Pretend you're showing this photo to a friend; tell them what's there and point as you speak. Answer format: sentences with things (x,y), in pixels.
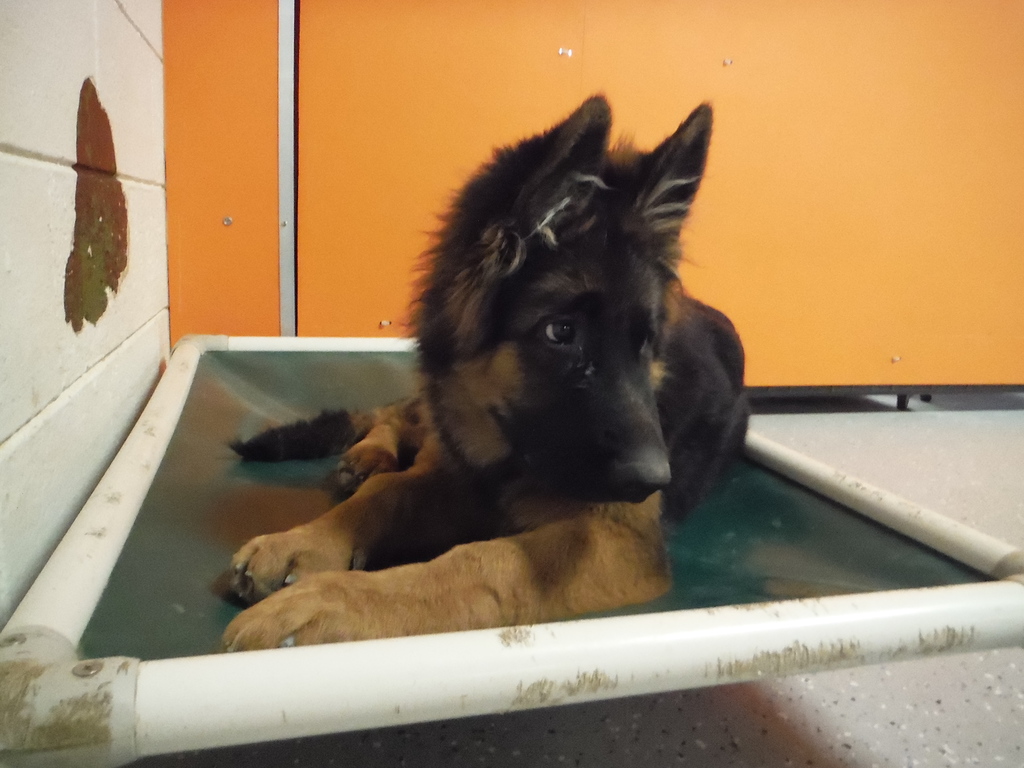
In this image we can see a dog (419,392) in the object (406,359), which looks like a tub (742,624), and also we can see the wall (8,78).
